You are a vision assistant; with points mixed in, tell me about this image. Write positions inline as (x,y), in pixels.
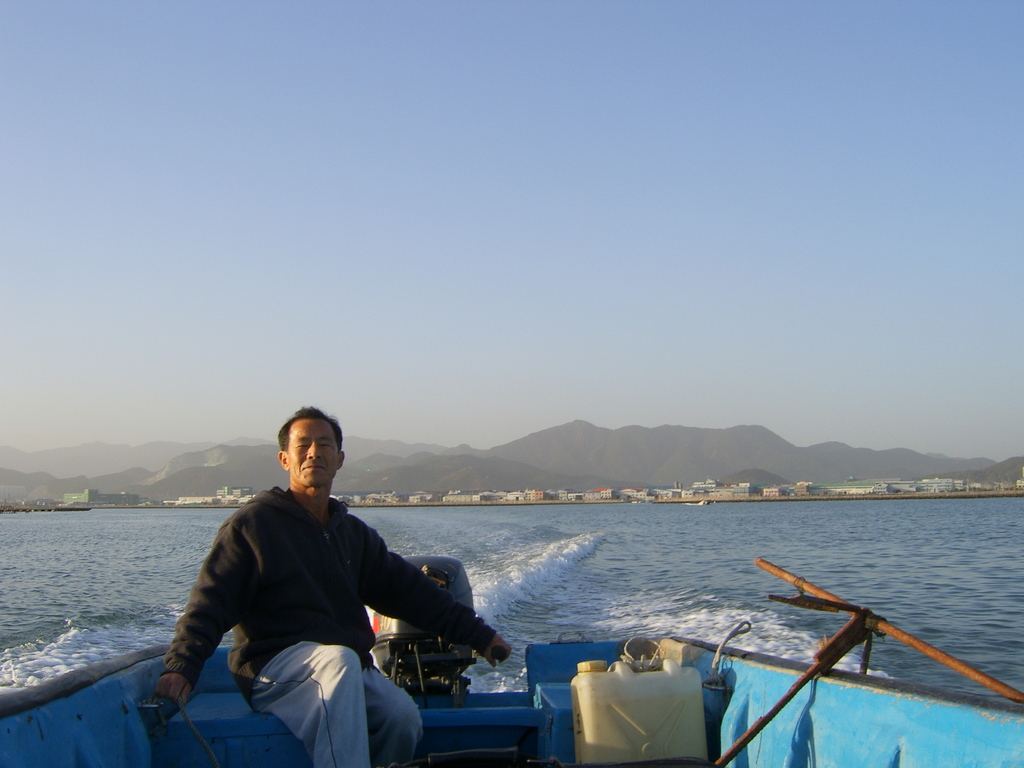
In the foreground of the picture (372,579) there is a person (321,613) riding a boat (567,719), in the boat (562,706) there are some objects (638,718). In the center of the picture (581,511) there is a water body (617,519). In the background (484,470) there are buildings (241,494) and hills (131,446). Sky (171,266) is sunny.
